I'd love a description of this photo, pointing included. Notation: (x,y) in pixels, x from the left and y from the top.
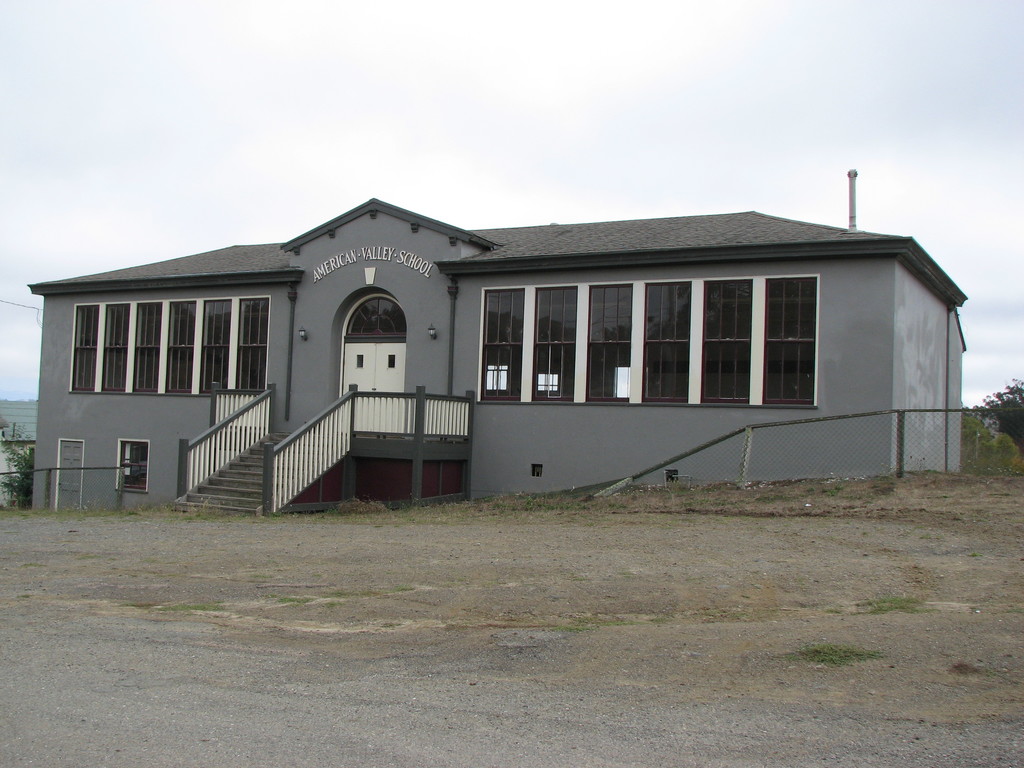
In this image we can see a building (142,290), steps (336,421), fence (965,469), pole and other objects (148,342). In the background of the image (990,456) there are trees (990,456) and other objects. At the top of the image (628,95) there is the sky (601,112). At the bottom of the image (481,665) there is the ground (654,671).
